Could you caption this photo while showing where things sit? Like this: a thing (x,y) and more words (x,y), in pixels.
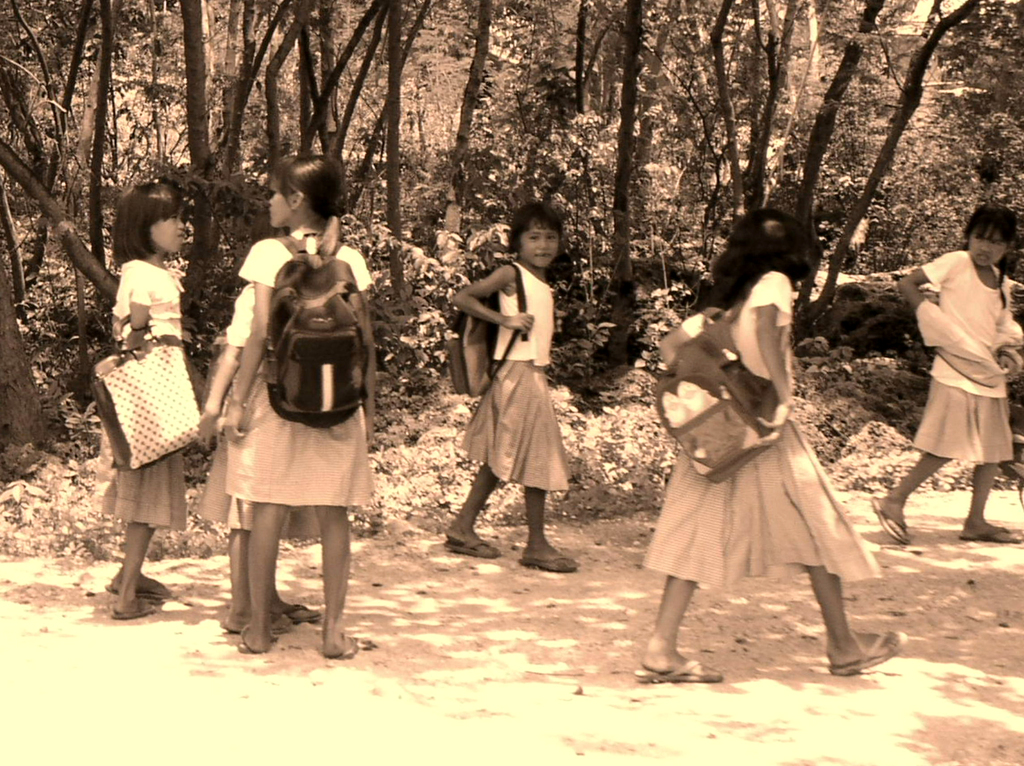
In this picture we can see a few kids (277,469) wearing bags (129,422) and the shadows (209,570) of a few objects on the path (456,749). We can see plants (60,536) and trees (570,152) in the background (670,167).
